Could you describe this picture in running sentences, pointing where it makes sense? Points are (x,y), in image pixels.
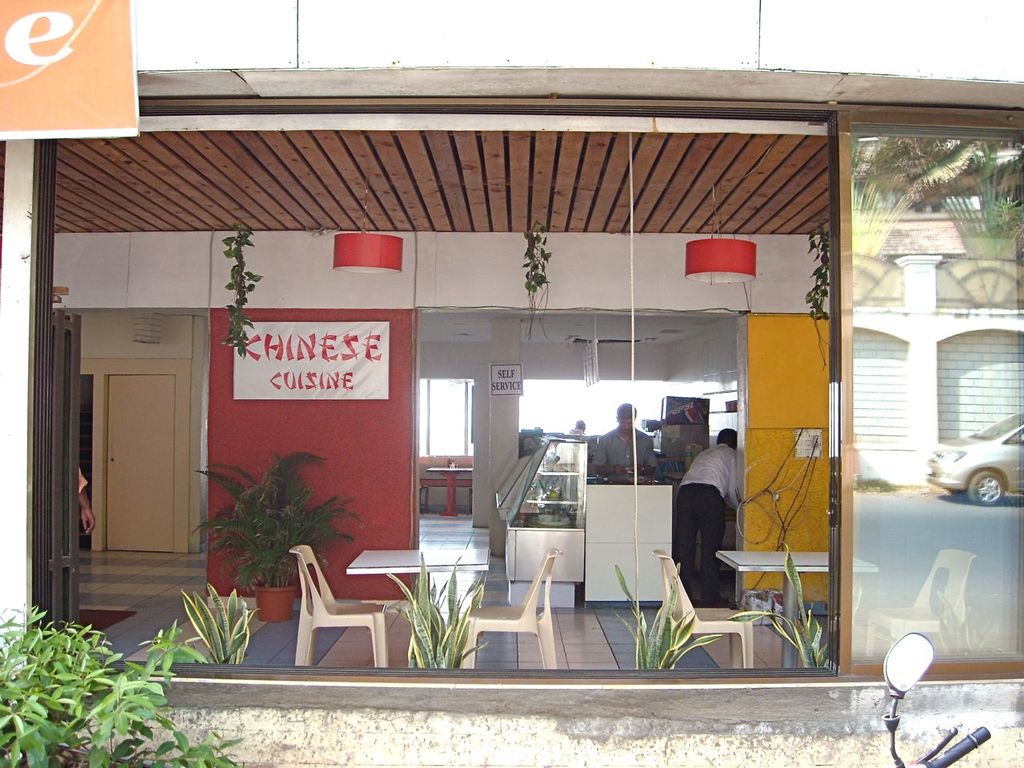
In this image we can see one building (444,361), two lights (387,267) attached to the ceiling (587,199), some objects (276,594) are on the surface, some plants (66,667) are on the surface (630,615), some boards (515,382) with some text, some objects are on the table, one banner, some people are there, one person hand (88,511), some chairs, some wires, one glass door (981,237), one person hand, one vehicle mirror (903,680), one car (994,460) on the road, one door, one white wall (987,355), and some objects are on the wall (932,705).
